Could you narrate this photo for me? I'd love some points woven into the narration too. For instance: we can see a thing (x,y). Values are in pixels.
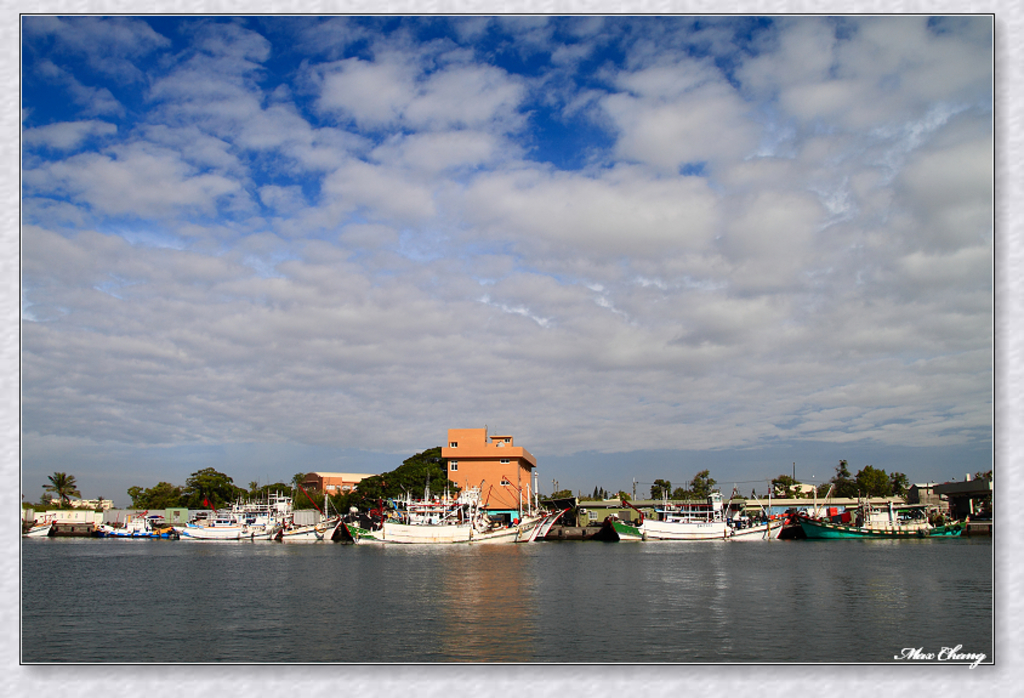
In the image there is a lake (238,605) in the front (289,580) with many boat (410,522) on it and behind there are buildings (489,479) and trees (348,509) on the land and above its sky (408,194) with clouds (230,242).
